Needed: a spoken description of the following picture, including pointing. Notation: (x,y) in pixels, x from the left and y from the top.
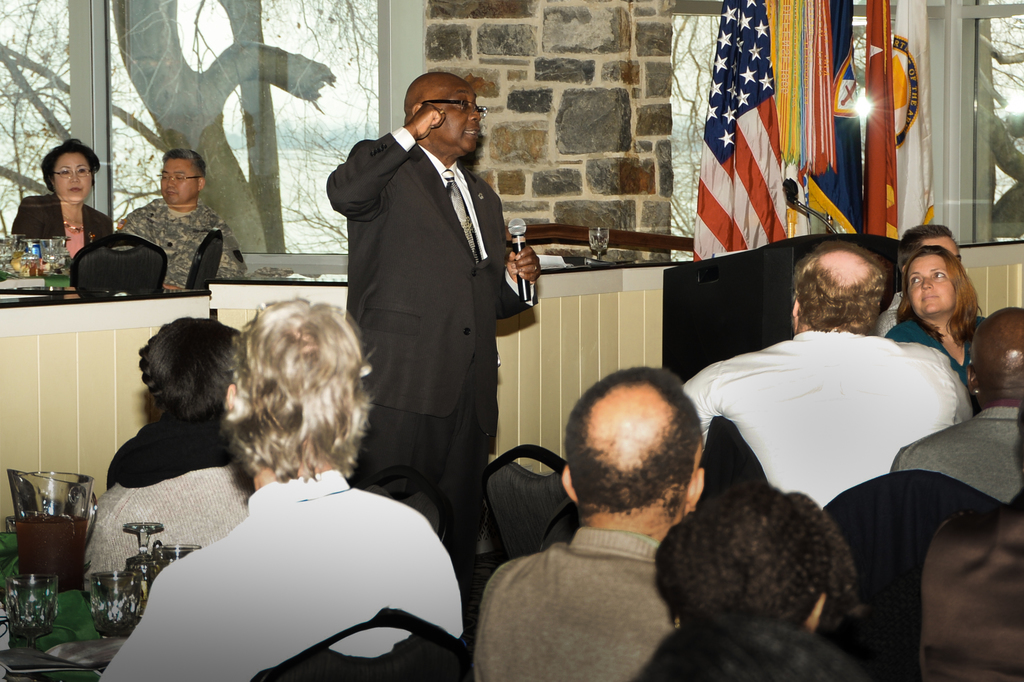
In this image i can see there are group of people (594,587) who are sitting on a chair (431,648) and a man (438,341) is holding a microphone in his hands (516,275). I can also see there is a flag (763,192) and a few glasses (50,594) on a table (83,604).
